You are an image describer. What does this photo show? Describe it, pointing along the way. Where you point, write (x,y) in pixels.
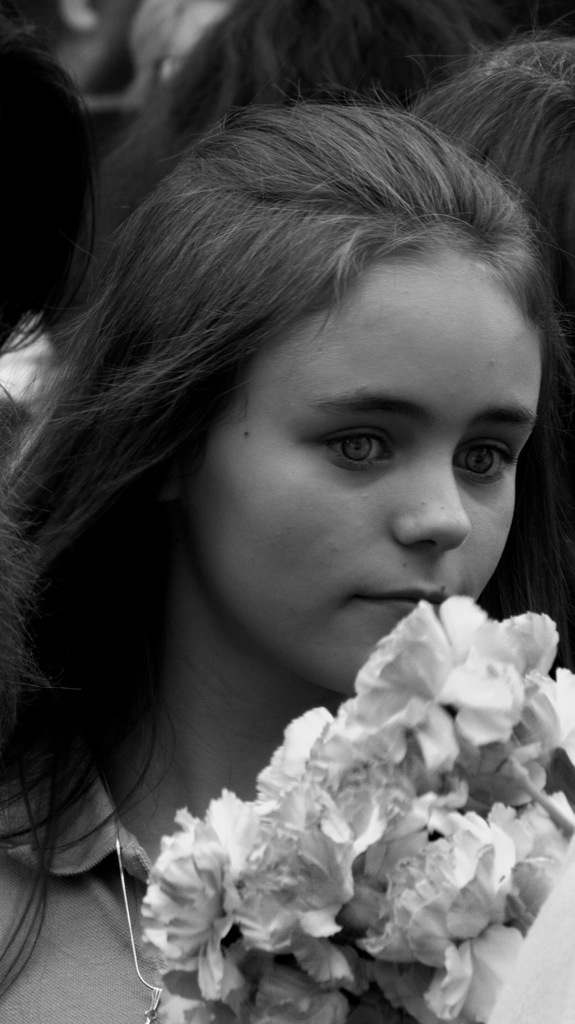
In this picture I can observe a girl (293,454). This is a black and white image. In front of the woman (299,465) it is looking like a bouquet (331,830).
